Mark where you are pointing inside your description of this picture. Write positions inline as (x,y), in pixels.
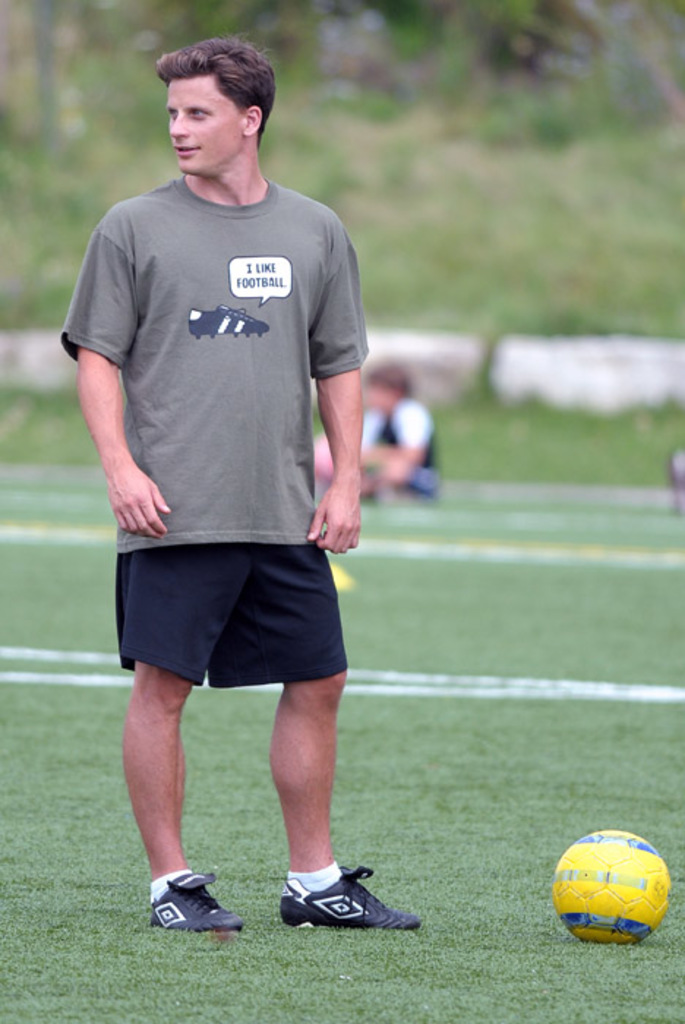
Background (666,125) portion of the picture is blur. We can see the green grass (612,441). In this picture we can see a man (355,376) wearing a t-shirt (230,368). He is standing on the ground (206,1017). On the right side of the picture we can see a ball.
